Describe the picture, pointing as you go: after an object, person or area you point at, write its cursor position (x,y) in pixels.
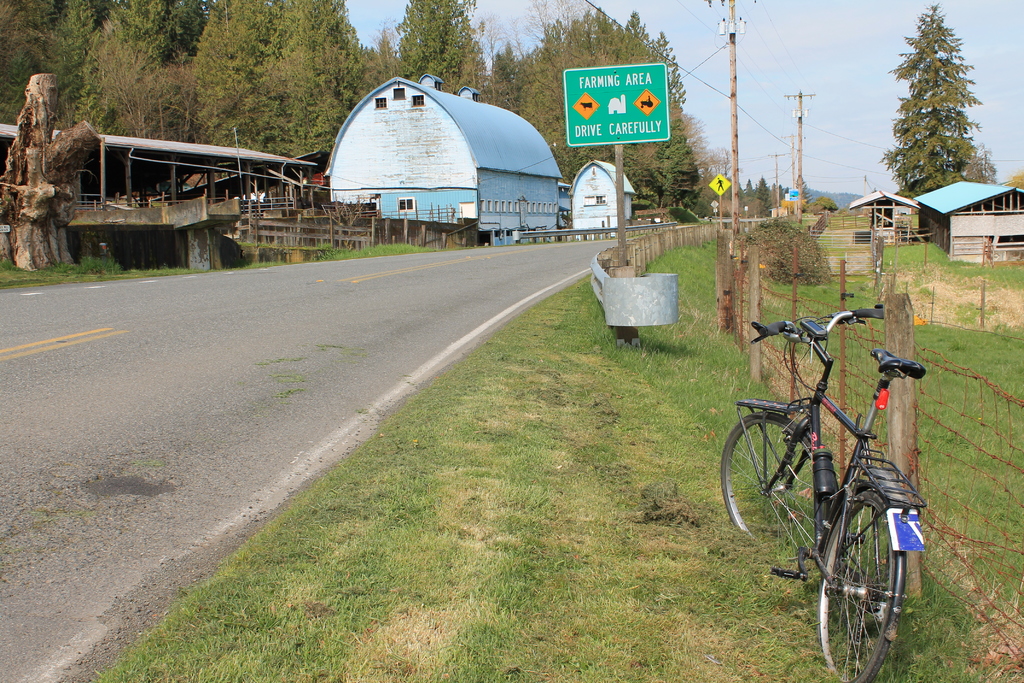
There is a bicycle (745,528) on a grassy land (600,455) at the bottom of this image (775,550) and there is a fencing (720,255) on the right side of this image (897,446). There is a road (64,462) in the middle of this image (484,244) and there are some houses (428,170) and shelters (269,161) in the background (323,159). There are some trees (428,54) at the top left side of this image (311,61) and right side of this image (937,146) as well. There are some current poles (792,140) in the middle of to these trees (231,59).
